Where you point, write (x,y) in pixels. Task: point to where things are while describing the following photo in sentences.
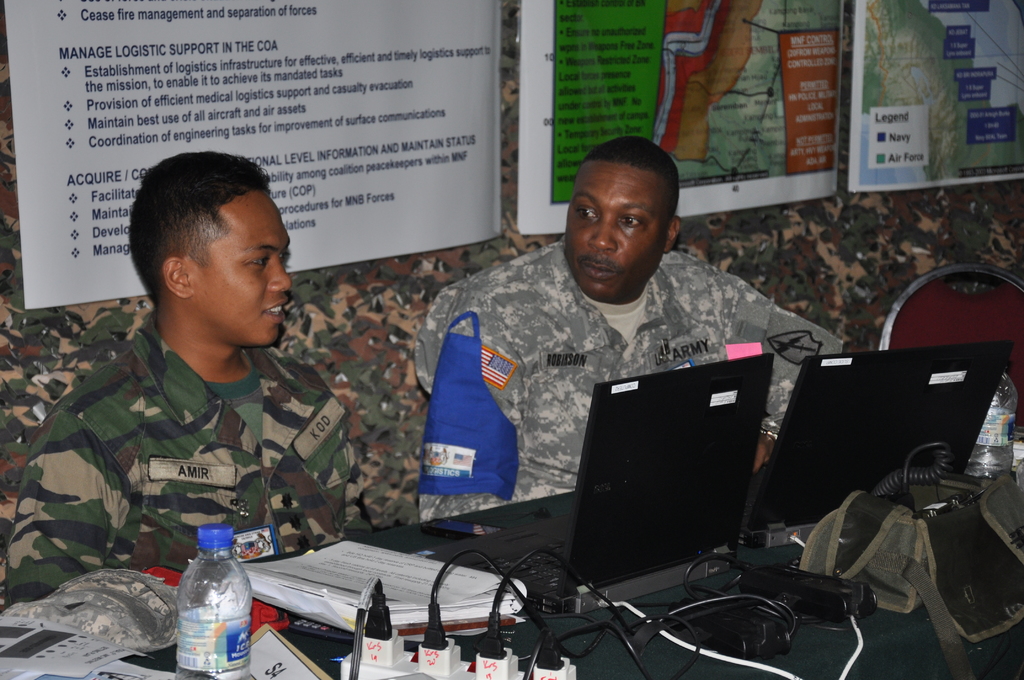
This picture is clicked inside. In the foreground (856,639) there is a table (889,637) on the top of which papers (309,597), water bottle (212,672), laptops (807,476), cables (629,636) and many other items (65,603) are placed. On the right corner (949,297) there is a red color chair (925,314) and we can see the two persons (340,430) wearing uniforms (238,401) and sitting on the chairs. In the background (829,284) we can see the wall (959,235) and the posters (535,52) hanging on the wall (458,254) on which we can see the text (106,99) and the picture (812,78) of maps (806,46).
